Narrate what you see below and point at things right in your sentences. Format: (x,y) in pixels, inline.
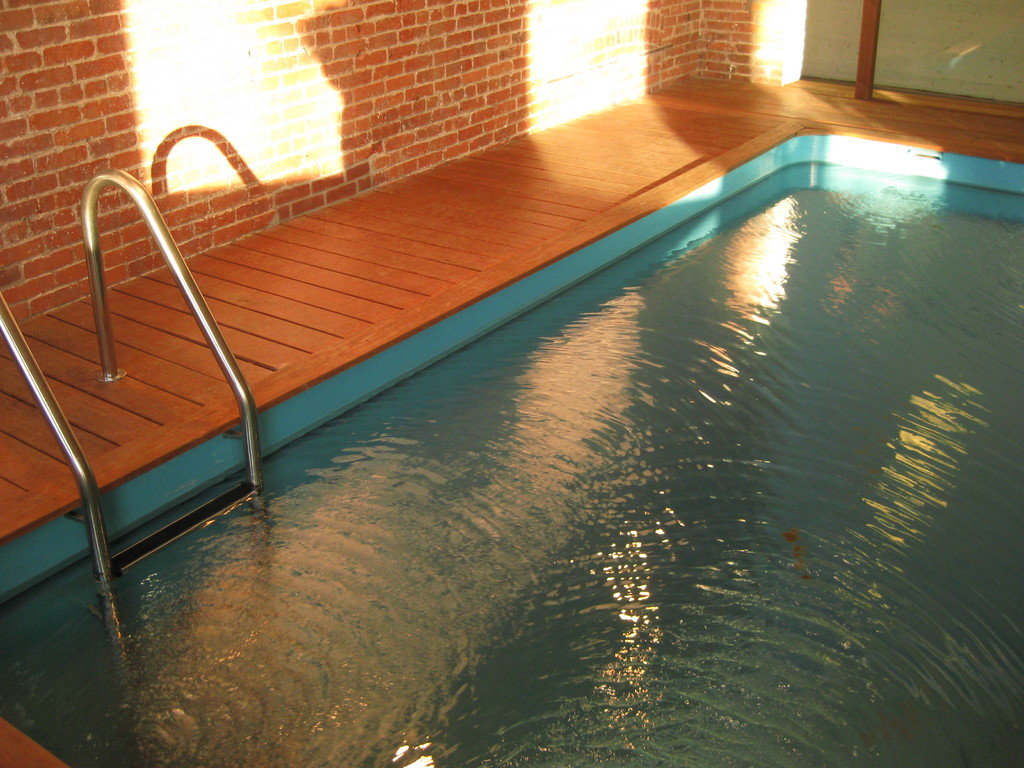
In this image we can see a swimming pool (290,584). To the left side of the image (124,162) there is wall (184,149). There is wooden flooring (641,159).
